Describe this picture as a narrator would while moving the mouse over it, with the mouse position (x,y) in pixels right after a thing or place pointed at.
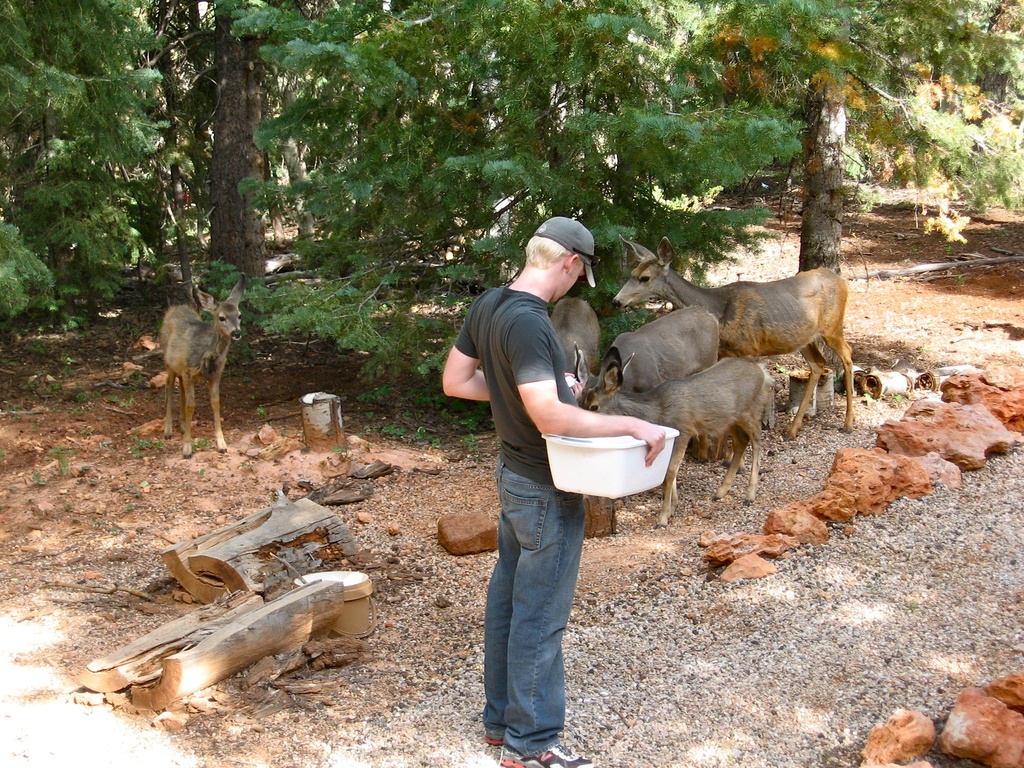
In this image in front (626,476) there is a person (545,494) holding the basket (624,459). Behind him there are deers (677,330). In the background of the image (709,112) there are trees (317,134). At the bottom of the image (749,616) there are rocks (896,478), sand (861,518) and wooden logs (311,556).
